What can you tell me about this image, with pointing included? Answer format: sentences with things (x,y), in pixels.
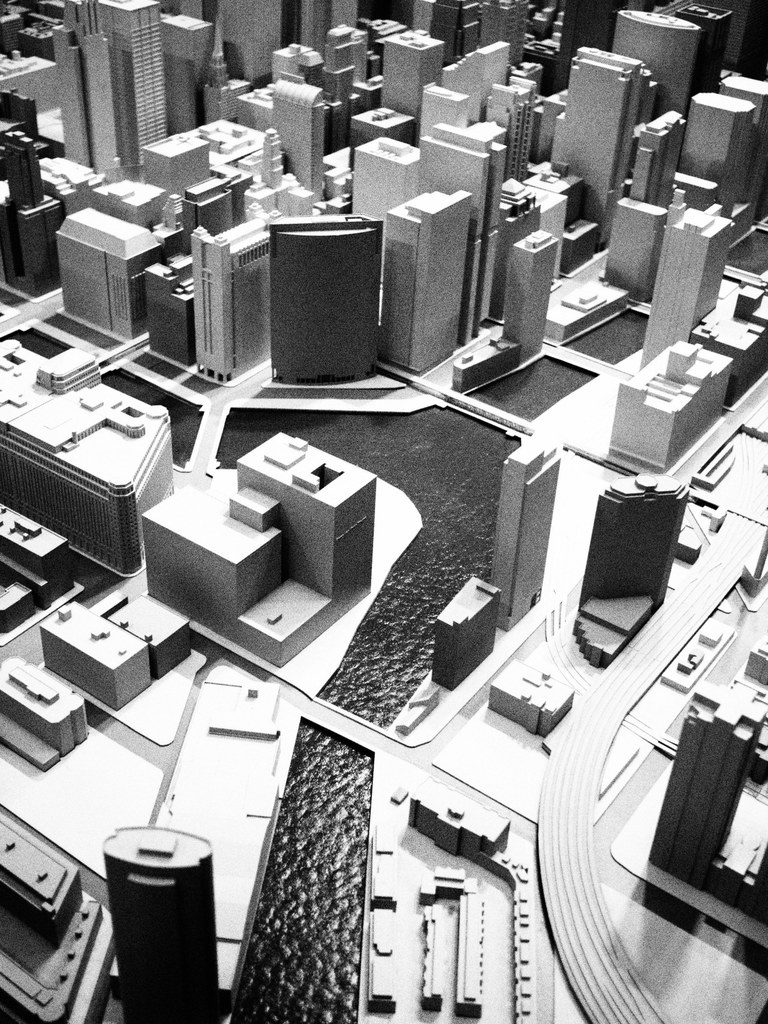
In this image there are buildings (342,92) and we can see water (419,552).
